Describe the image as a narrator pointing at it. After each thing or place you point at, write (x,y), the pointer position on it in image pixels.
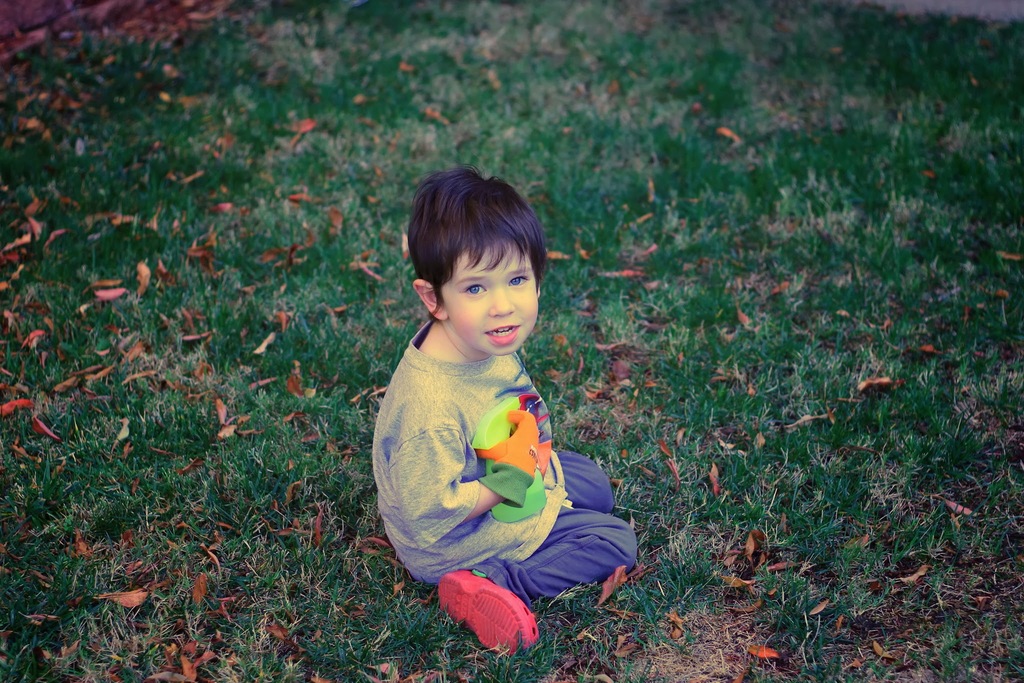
In this picture we can see one boy (437,448) is sitting on the grass (628,580) and holding an object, beside we can see some dry leaves (36,613) on the grass (92,540).
